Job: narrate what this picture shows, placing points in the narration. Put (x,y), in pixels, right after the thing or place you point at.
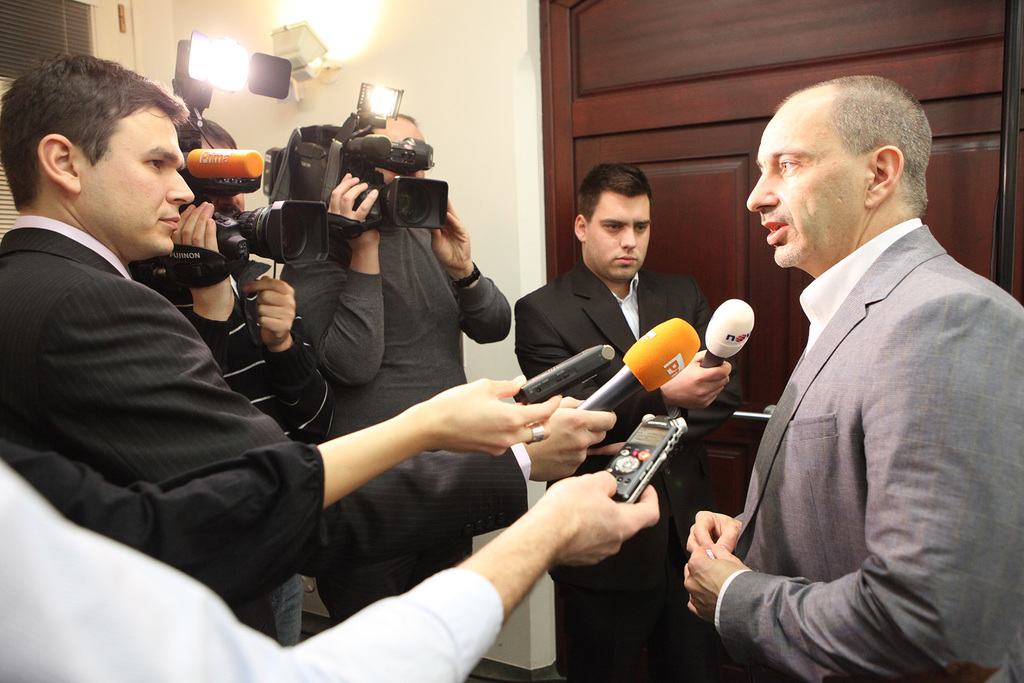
In this image i can see group of people (459,232) standing a man (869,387) standing at left (305,225) holding a microphone (543,388) and a camera (321,234) at the back ground (429,88) i can see a wall (439,79).
